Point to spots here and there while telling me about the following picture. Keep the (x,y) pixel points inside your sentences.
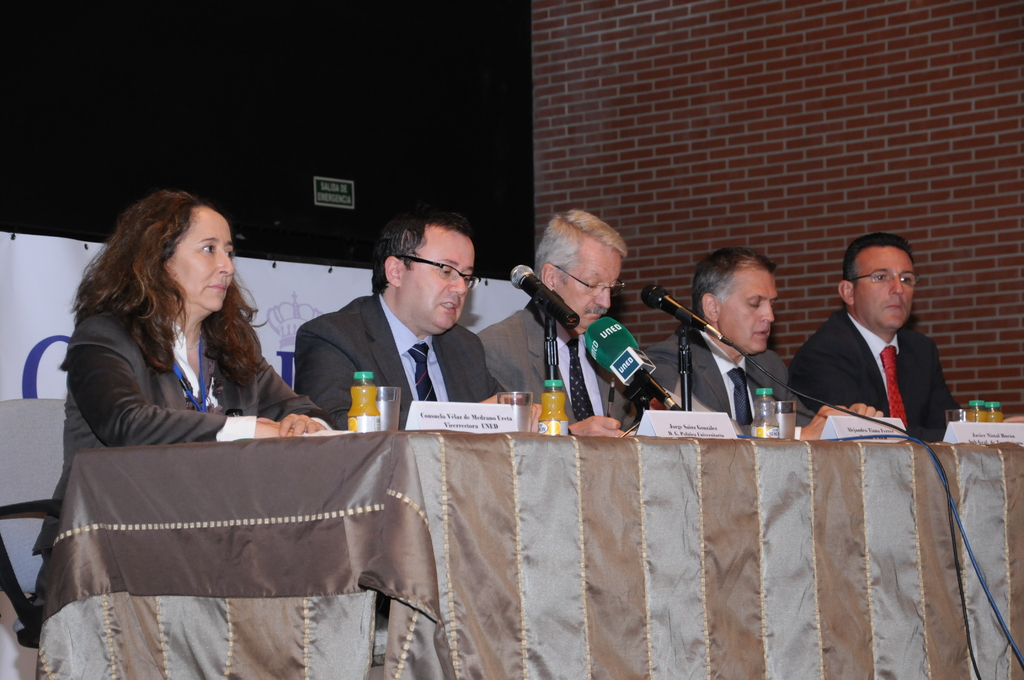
In this image we can see four men (376,348) and one women (171,329) are sitting on the chairs (23,550). In front of them, we can see a table (625,529). On the table (576,437), we can see bottles (356,410), juice (554,404), name plates (685,431), glasses (389,406) and mics (619,325). In the background (316,286), we can see a wall (535,152) and a banner (284,283).
